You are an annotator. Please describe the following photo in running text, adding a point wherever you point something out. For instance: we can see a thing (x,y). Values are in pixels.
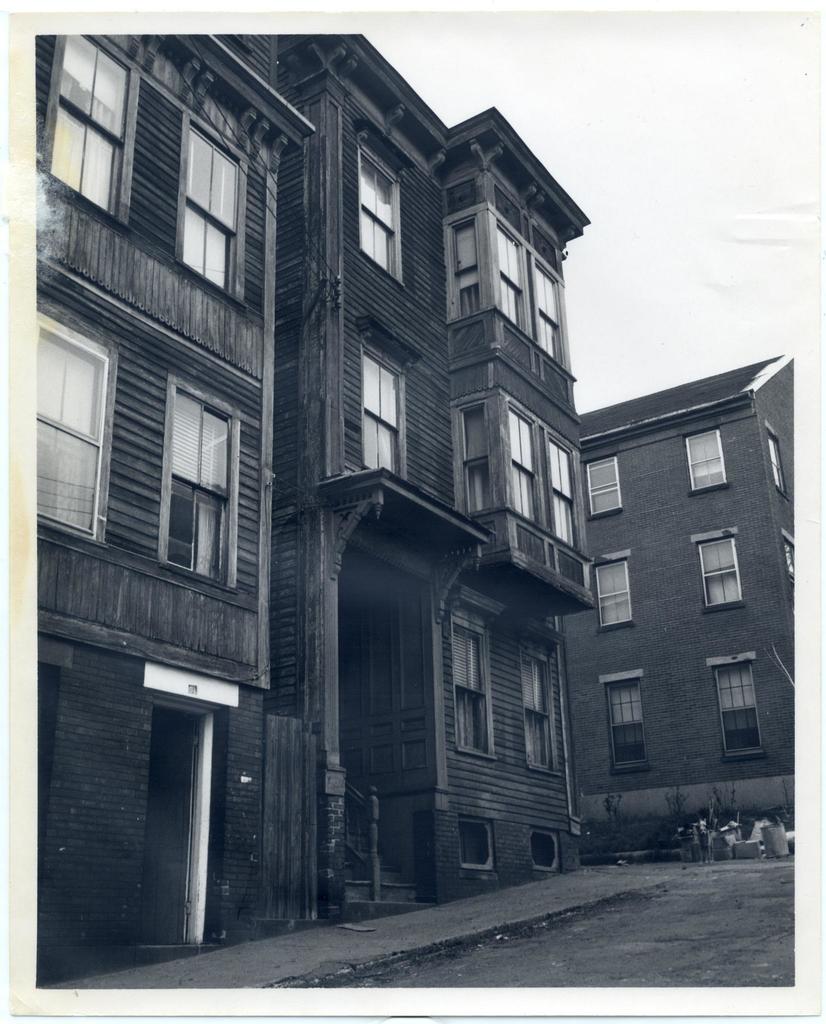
This looks like a black and white image. I can see the buildings (488,399) with the windows (604,476). I think these are the stairs (396,900) with a staircase holder (374,825). I can see few objects (749,850) placed on the ground (749,885). I think these are the plants (715,808). This looks like the sky (679,272).
